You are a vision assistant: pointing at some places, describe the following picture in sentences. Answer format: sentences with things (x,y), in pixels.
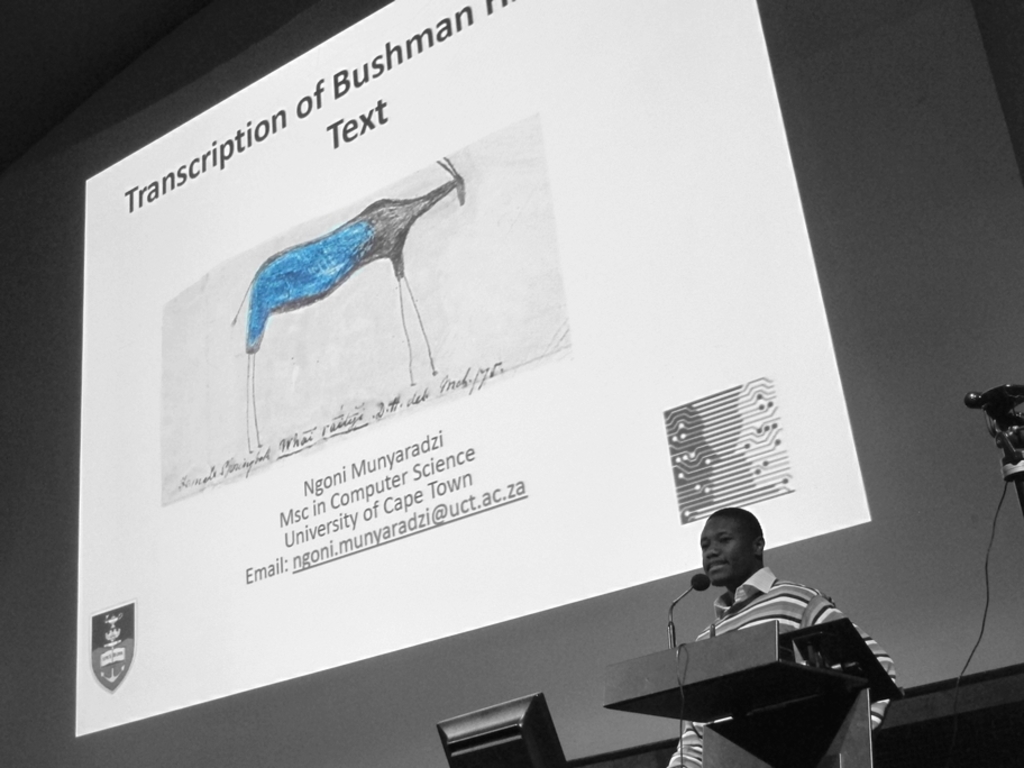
At the bottom of the image (836,698) there is a podium (740,700) with mic (702,581). Behind the podium (793,702) there is a man (773,593). Beside him there is a monitor (543,730). Behind him there is a screen (142,307) with images (188,459) and there is something written on it.
